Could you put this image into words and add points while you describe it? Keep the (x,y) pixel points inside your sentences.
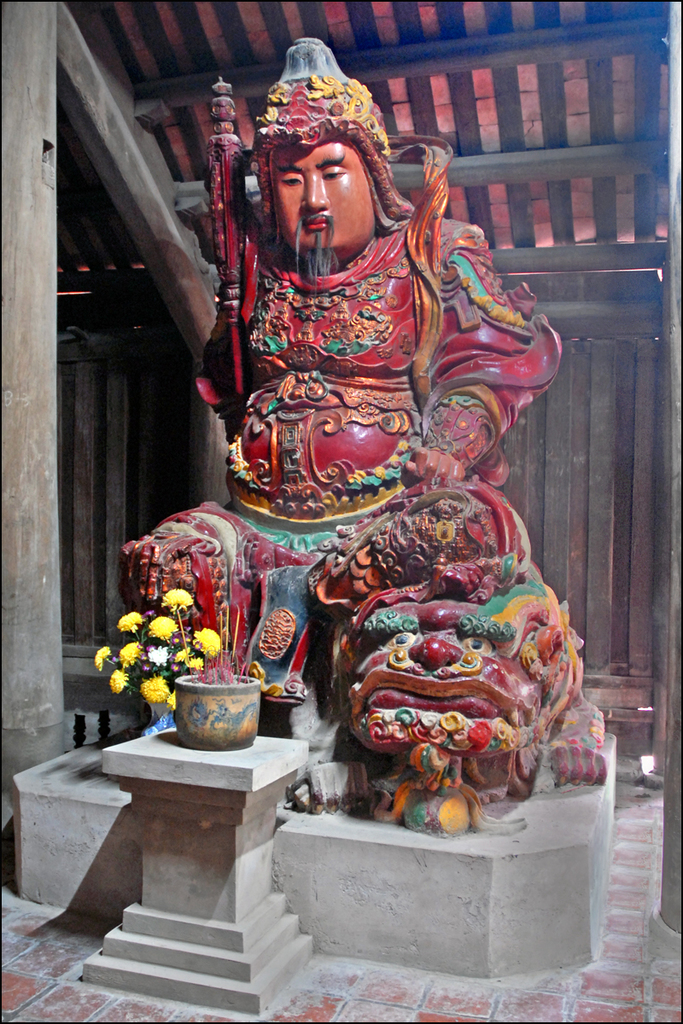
In this image I can see a statue (313,331) which is in different color. I can see few yellow color flowers (104,653), pot (191,687) and wooden shed (64,392).
